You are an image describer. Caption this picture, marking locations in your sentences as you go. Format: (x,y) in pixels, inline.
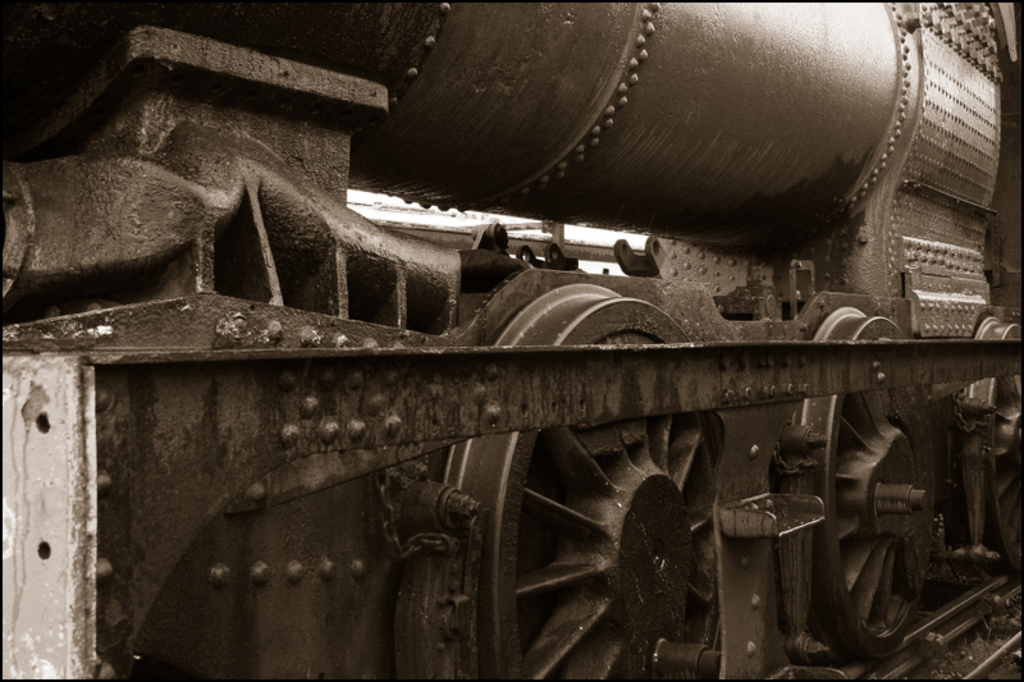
In this picture, we see a train (478,233) and the wheels (840,531) on the train (886,622) are resting on the railway tracks (959,627). It is in black color. This might be a black and white picture.
